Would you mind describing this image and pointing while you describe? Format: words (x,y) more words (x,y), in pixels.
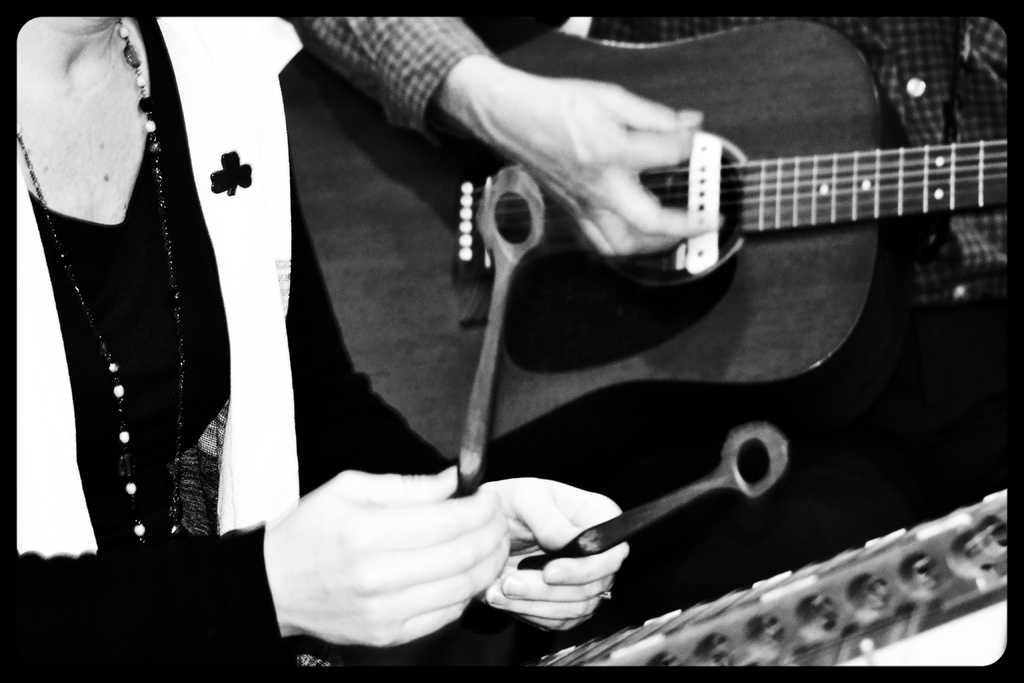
In this picture there is a boy (967,284) at the right side of the image (913,46) who is playing the guitar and a lady (246,40) beside the boy (327,35) who is playing the hammered dulcimer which are placed in front of the lady (397,623).
